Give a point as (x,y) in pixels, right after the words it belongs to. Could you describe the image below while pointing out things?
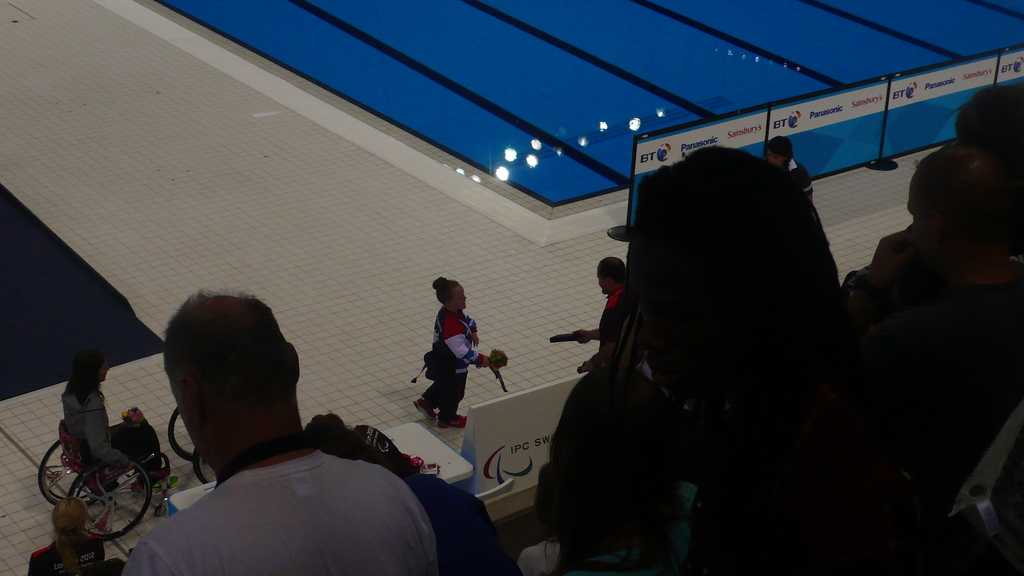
Here in this picture in the middle (467,364) we can see a woman (447,331) walking on the floor (427,422) over there and behind her we can see another woman (82,434) on a wheelchair (82,454) present over there and the woman (464,329) in the front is receiving something from the person (596,334) standing in front of her over there and we can see some banners (519,397) present and we can also see a pool (219,16), which is filled with water (1019,29) over there and in the front (324,434) we can see people (297,495) present over there and in the water (533,187) we can see reflections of light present over there.
